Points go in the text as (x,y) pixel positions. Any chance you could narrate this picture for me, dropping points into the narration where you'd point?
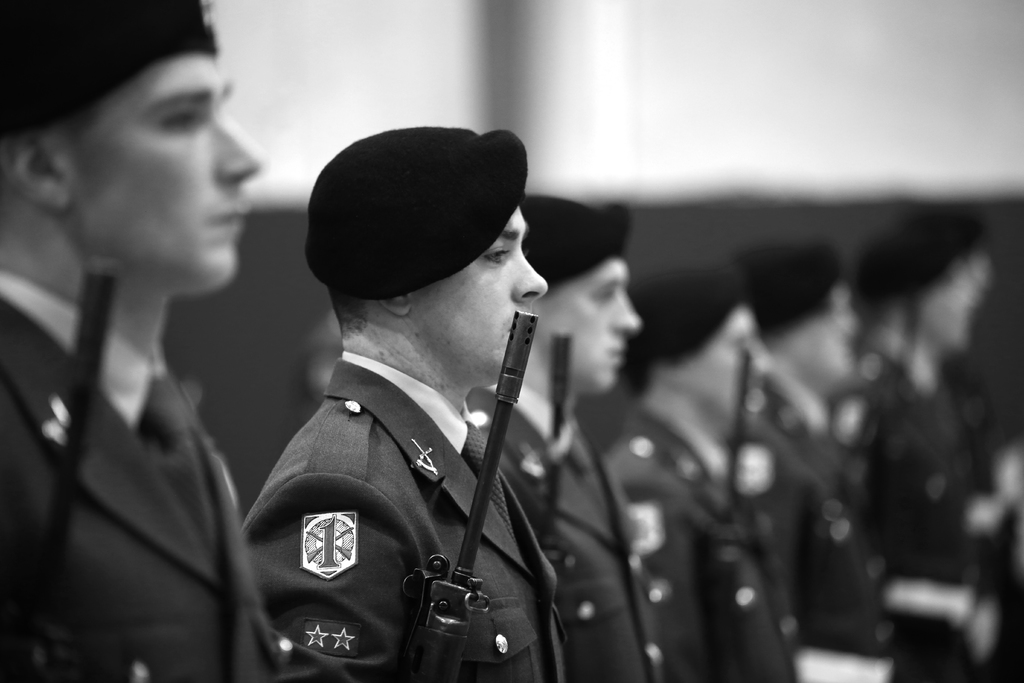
In this image there are persons (579,313) standing and holding guns (483,511). And they are in military dress (403,444) and wearing a cap (432,188). In the background (680,114) there is a wall (428,38).
